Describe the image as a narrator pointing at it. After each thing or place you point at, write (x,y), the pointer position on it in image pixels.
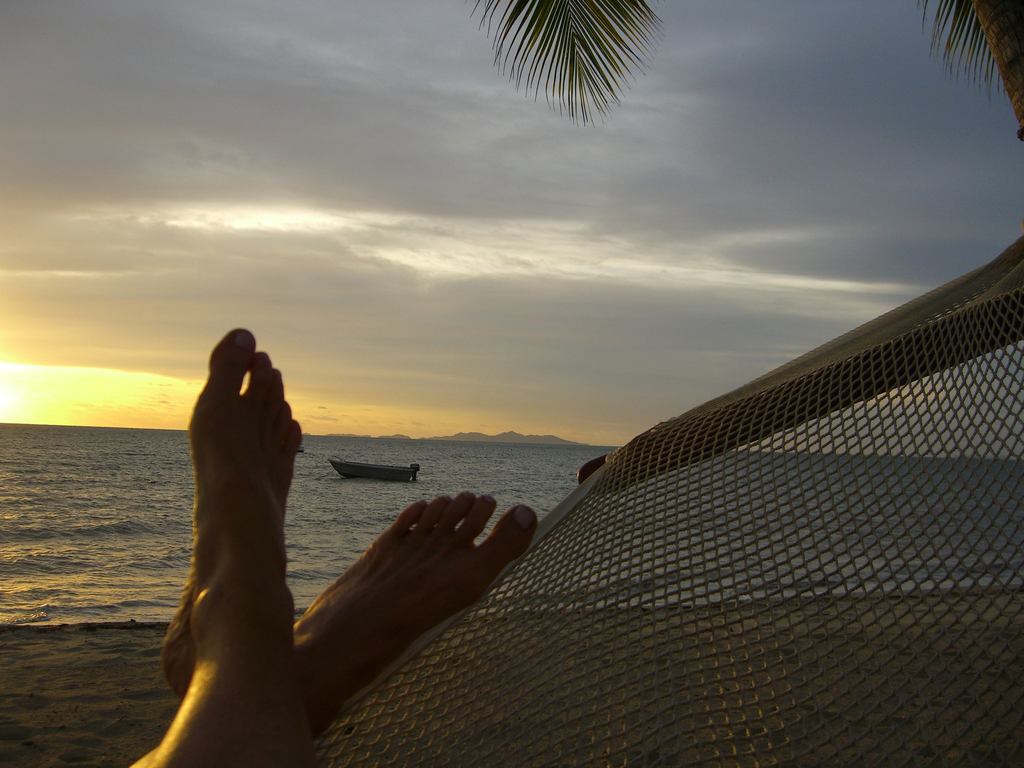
In this image we can see the legs (263,680) of a person (227,650). There is an object (727,601) at the right side of the image (785,580). There is a sea (442,459) in the image. We can see the cloudy sky (480,210) in the image. There is a tree (991,44) at the right side of the image (992,29).
